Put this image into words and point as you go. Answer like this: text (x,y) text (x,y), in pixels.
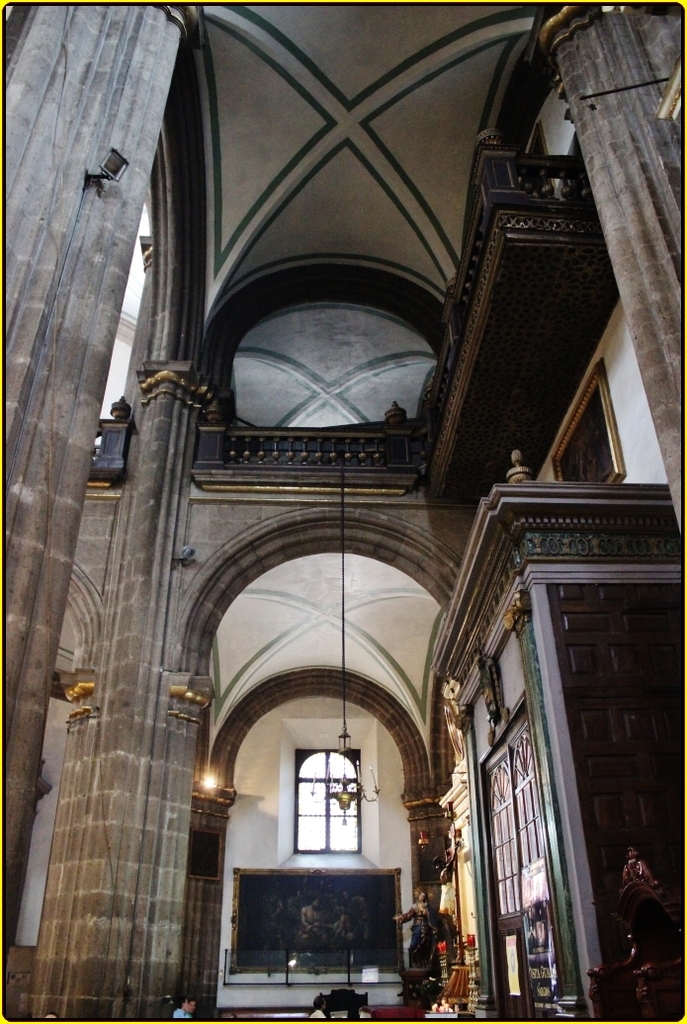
The picture is taken inside a big room (466,858) where at the right corner (513,1010) there is one wooden room (595,578) and in the middle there is one painting (295,916) on the wall (388,811) and one chandelier (373,775) is hanging from the roof (337,578) and coming to the roof (449,276) there is small balcony (484,477) present in the room (308,403).
